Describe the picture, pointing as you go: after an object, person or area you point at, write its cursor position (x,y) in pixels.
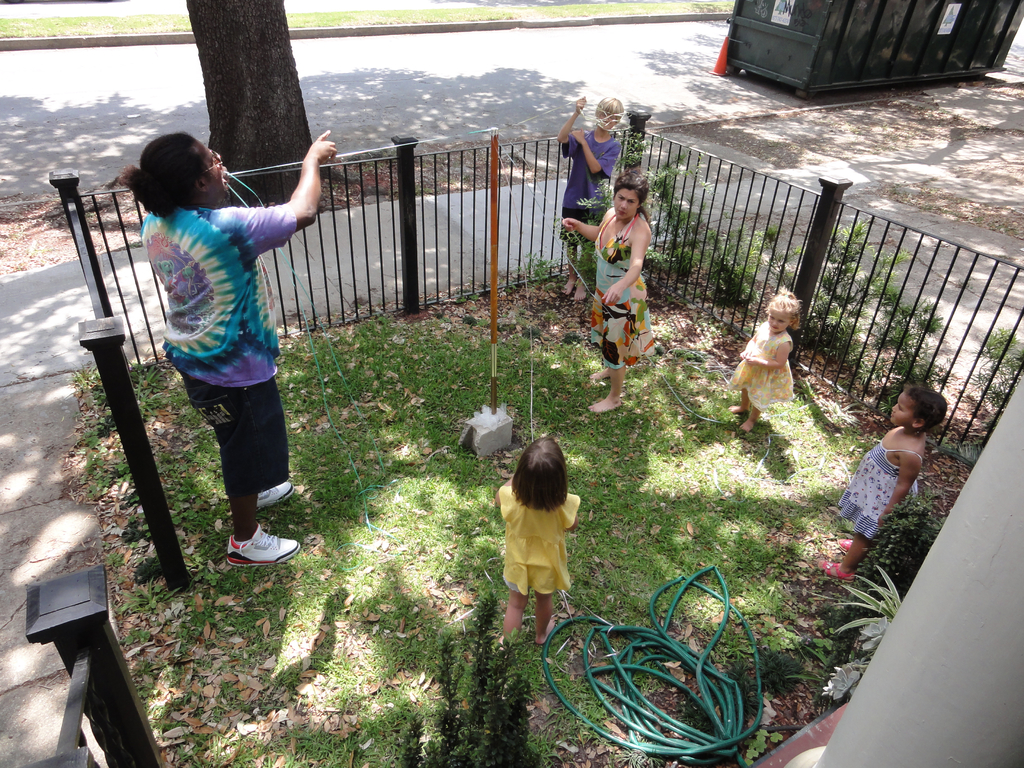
In this image we can see women (638,224) and children (549,493) are standing on the grassy land (366,455). Behind them, black color fencing (402,200) and plants (909,340) are there. At the bottom of the image (733,735) we can see one green color pipe (625,721). At the top of the image (462,75) we can see grassy land (407,16), road (453,105), bark (272,81) of a tree (251,69) and one big container (887,24). In the right bottom of the image (911,720), white color pillar (955,624) is there.
